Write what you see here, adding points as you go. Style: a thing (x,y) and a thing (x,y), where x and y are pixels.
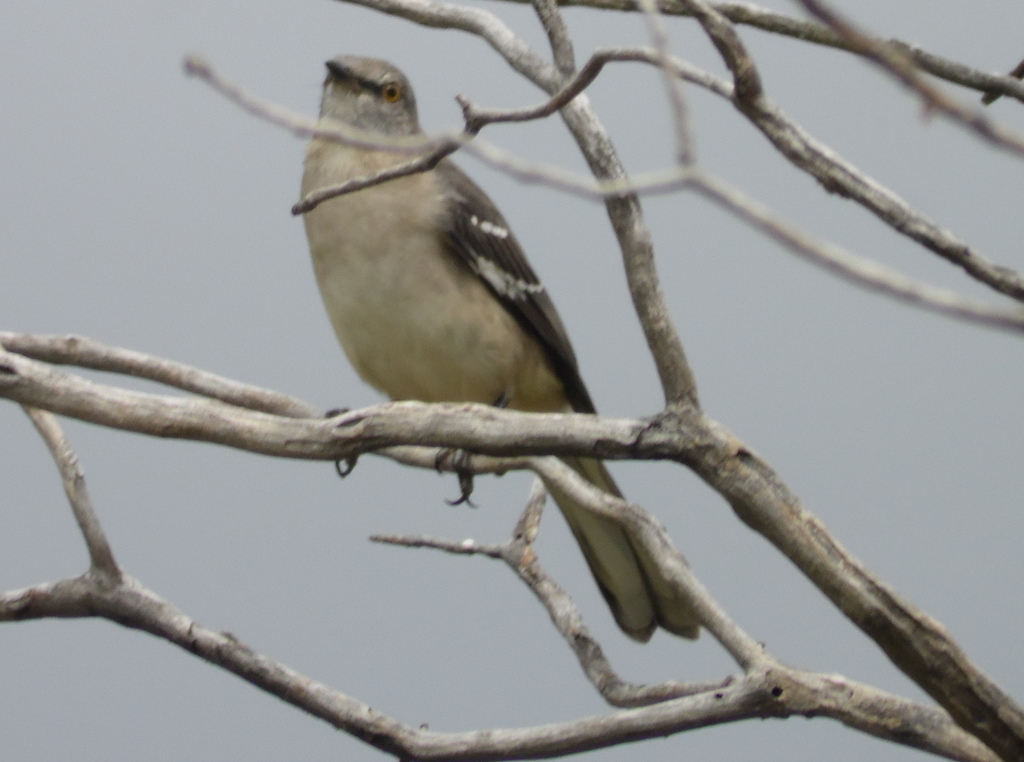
The bird (414,244) in the middle of the picture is on the branch (711,483) of a tree (788,502). In the background (430,562), we see the sky (744,551).
